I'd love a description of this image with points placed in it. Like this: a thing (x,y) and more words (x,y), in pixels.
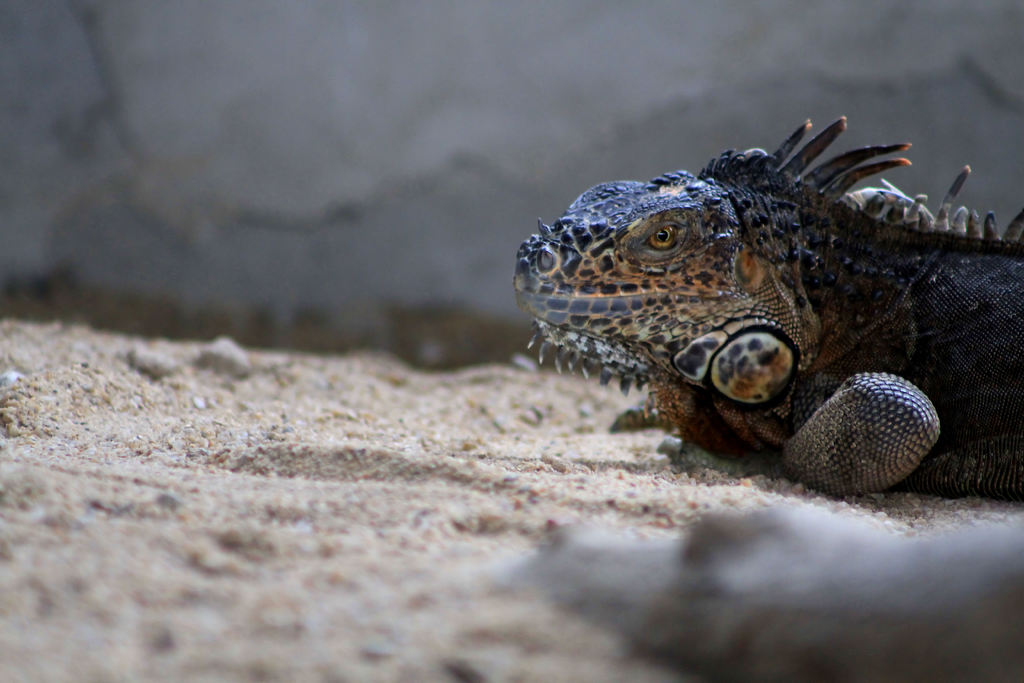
On the right side of the image (683,426) we can see one reptile (899,338), which is in black and cream color. In the bottom right side of the image (869,577), we can see some object (854,540). In the background (413,393) there is a wall (413,128) and sand (362,443).
